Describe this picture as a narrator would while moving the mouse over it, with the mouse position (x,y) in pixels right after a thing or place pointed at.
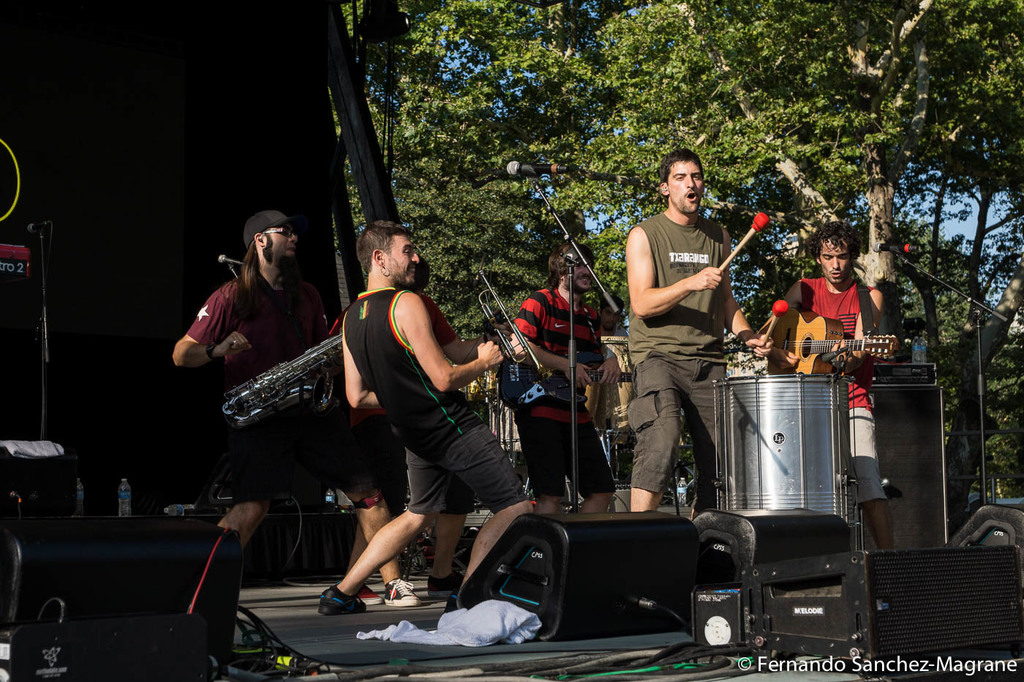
On the background (620,94) we can see trees (910,176) and partial part of a sky (952,210) through trees (487,104). Here we can see all persons (630,236) standing and playing musical instruments (570,371) on a platform (364,644).
